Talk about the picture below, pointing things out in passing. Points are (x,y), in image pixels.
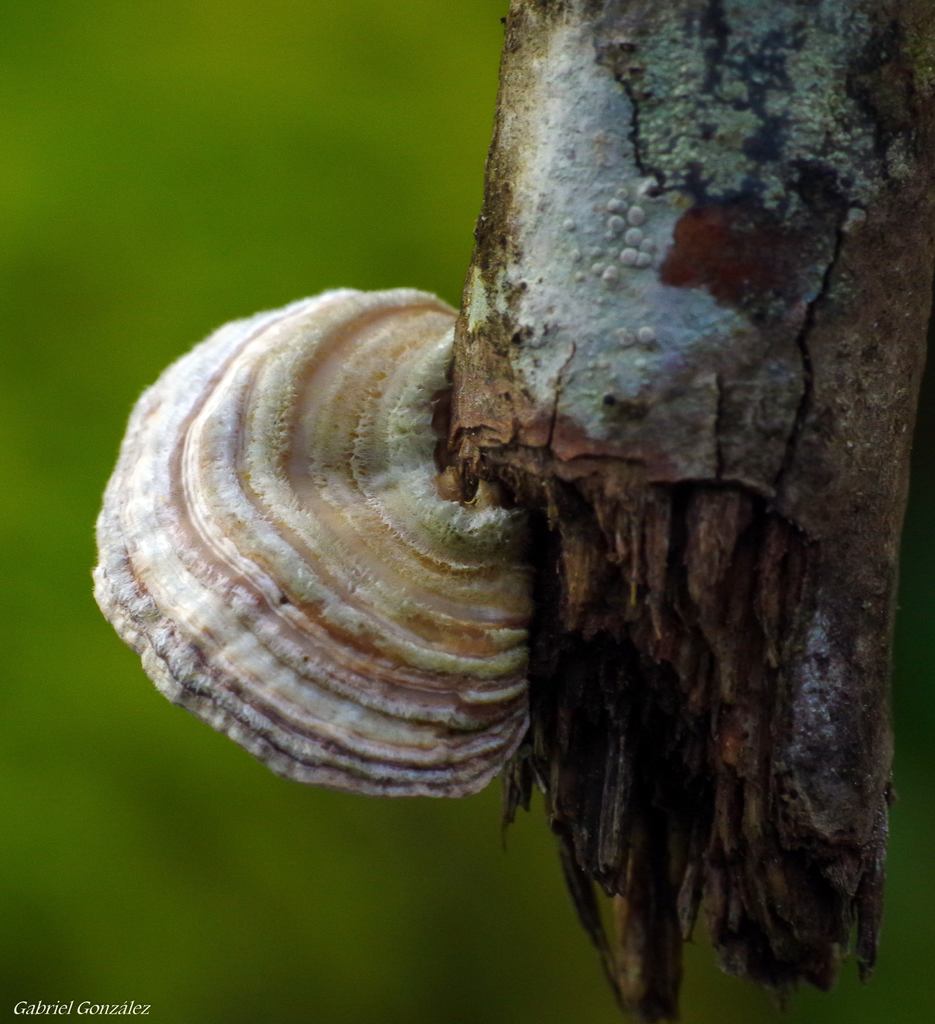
In this image, on the right side (824,163), we can see a wooden trunk (644,712). In the middle of the image (314,679), we can also see a fungus (439,754) which is attached to a wooden trunk (738,365). In the background (289,839), we can see green color.
